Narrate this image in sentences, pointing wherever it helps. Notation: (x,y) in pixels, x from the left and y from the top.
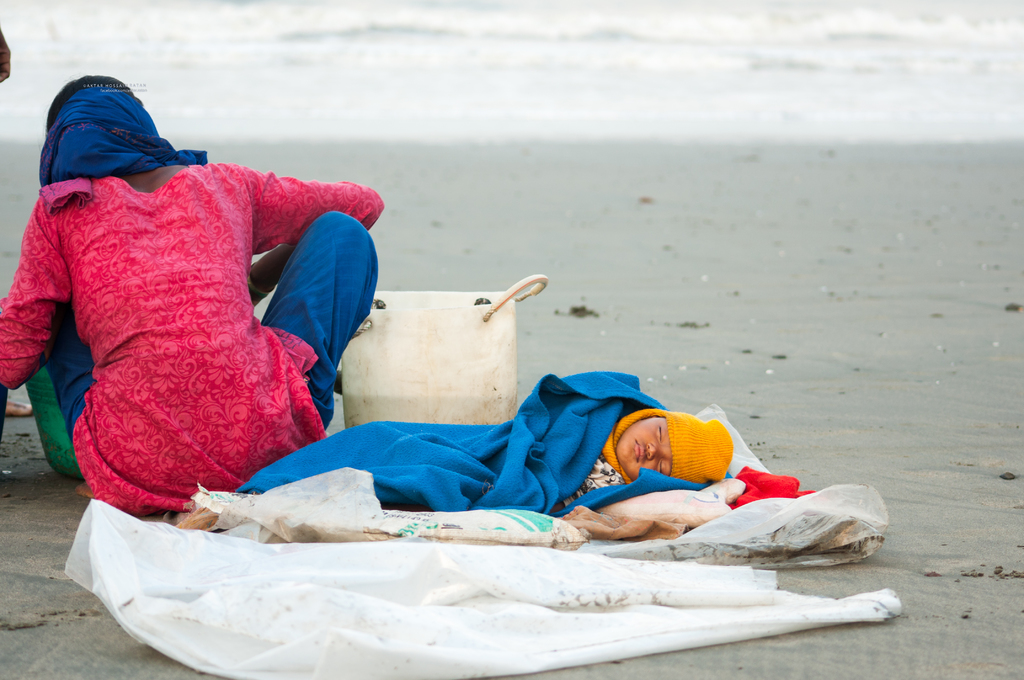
This image is clicked near the beach (246,144). In this image there are two persons (638,424). A kid (654,446) and a woman (220,336). Woman (220,311) is sitting, she is wearing a red dress (207,332) and blue scarf (150,147). The kid (432,431) is sleeping, there is a blue cloth (531,460) on him. And there is a bucket (465,338) behind him. In the background (374,91), there is water (784,19) coming in the form of waves (624,73) near the ocean (875,114).
